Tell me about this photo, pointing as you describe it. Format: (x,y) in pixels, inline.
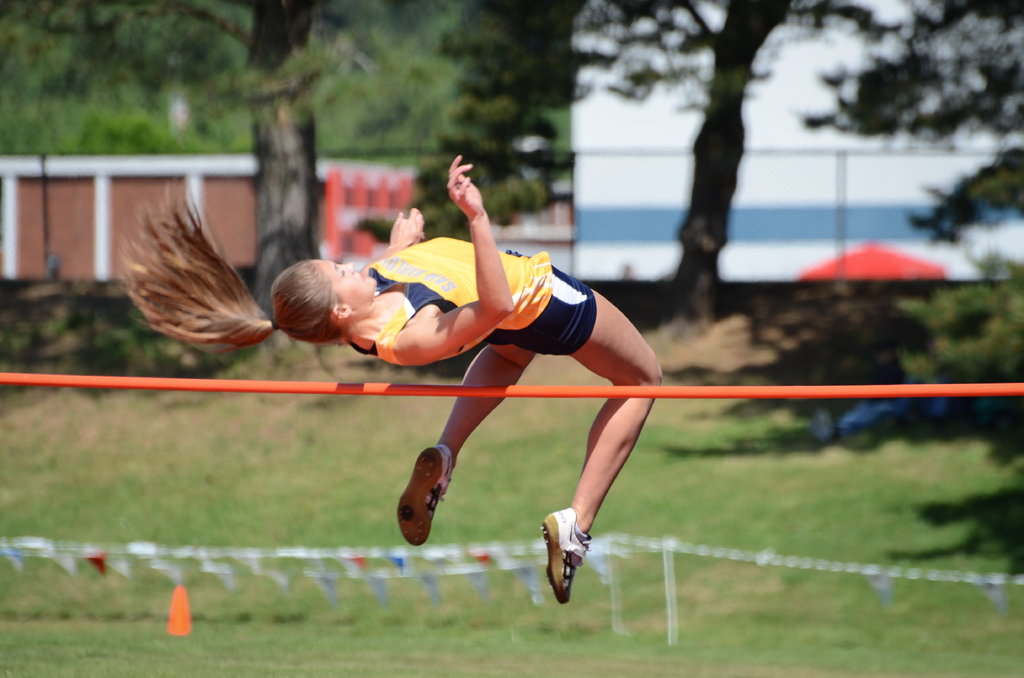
Here in this picture we can see a woman (538,342) performing high jump and we can see a pole (89,382) in front of her and we can see the ground (705,405) is fully covered with grass (187,417) over there and we can see trees (254,142) and plants (254,142) here and there.
